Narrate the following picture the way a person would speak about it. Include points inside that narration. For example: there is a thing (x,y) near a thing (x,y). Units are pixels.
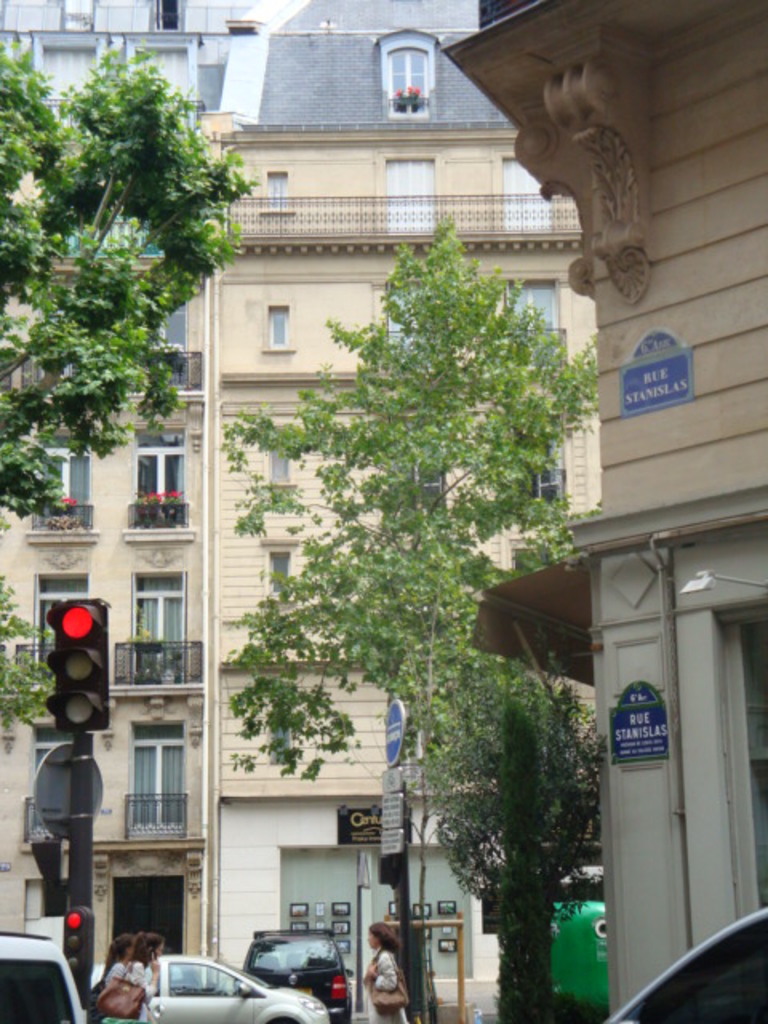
In this picture we can see few buildings (660,492), trees (252,510), sign boards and traffic lights (75,938), at the bottom of the image (339,1002) we can find cars (269,940) and few people (387,959).
